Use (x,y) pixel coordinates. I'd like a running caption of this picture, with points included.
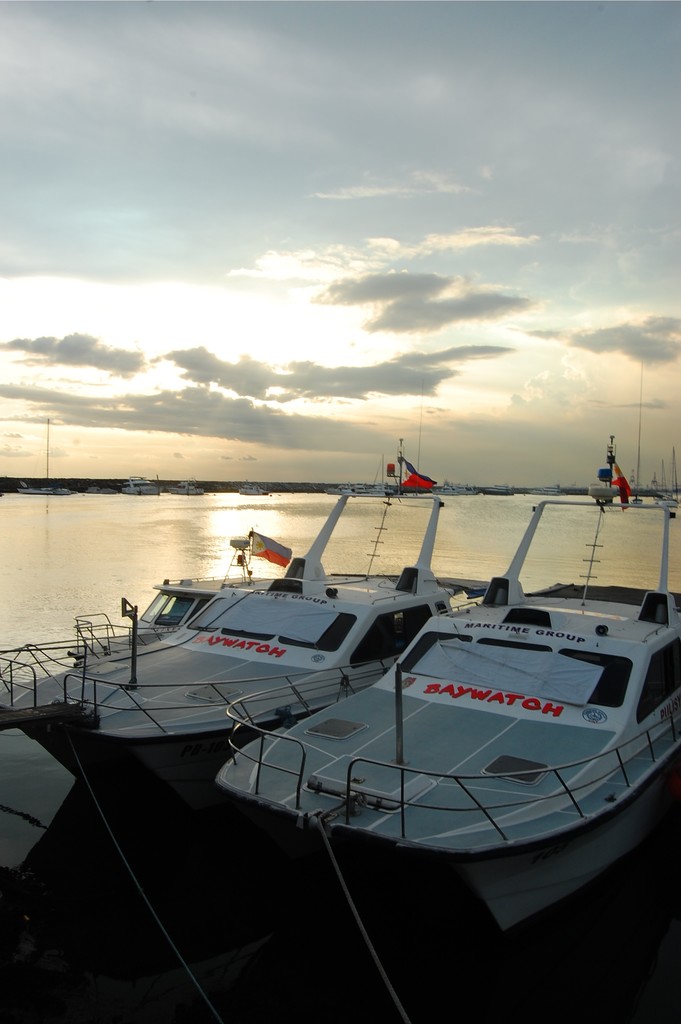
In this image in the center (255,655) there are some boats (149,608) and flags (624,497), in the background (208,527) there is a river (96,542) and some poles (673,467) and at the top of the image (298,325) there is sky (354,335).
